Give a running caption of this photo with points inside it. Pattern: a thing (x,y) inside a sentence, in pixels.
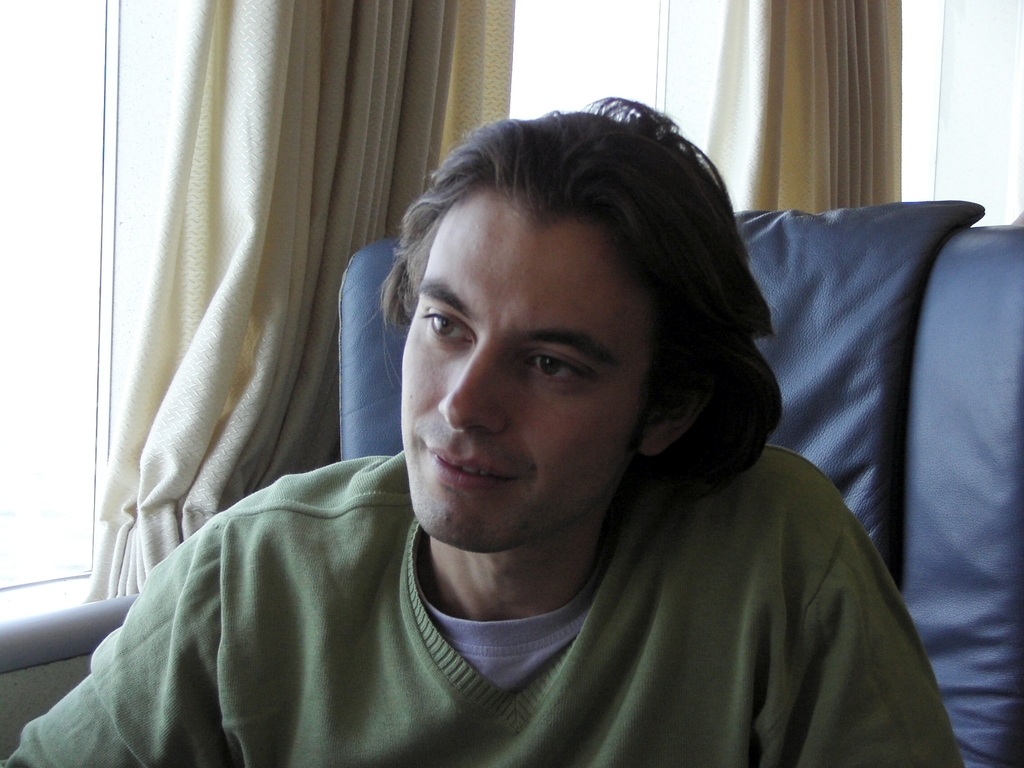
In this picture I can see a man (551,609), he is wearing a sweater (516,739). In the background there are curtains (872,152).
